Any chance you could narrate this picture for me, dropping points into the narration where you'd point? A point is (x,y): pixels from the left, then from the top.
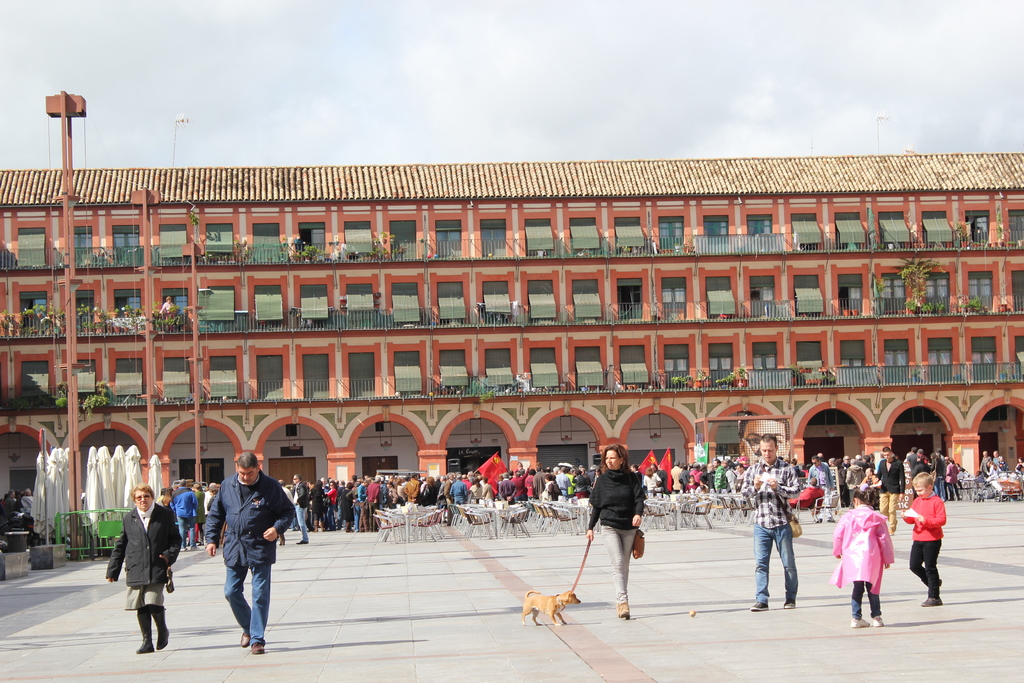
In this image we can see a building (575,307). There are many plants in the image. There are many people (743,468) and few people (763,518) carrying some objects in their hands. There is a dog (566,593) in the image. There are many chairs (524,527) in the image. There is a cloudy sky (561,120) in the image. There are few objects (97,476) at the left side of the image (31,518). There is a dog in the image.
